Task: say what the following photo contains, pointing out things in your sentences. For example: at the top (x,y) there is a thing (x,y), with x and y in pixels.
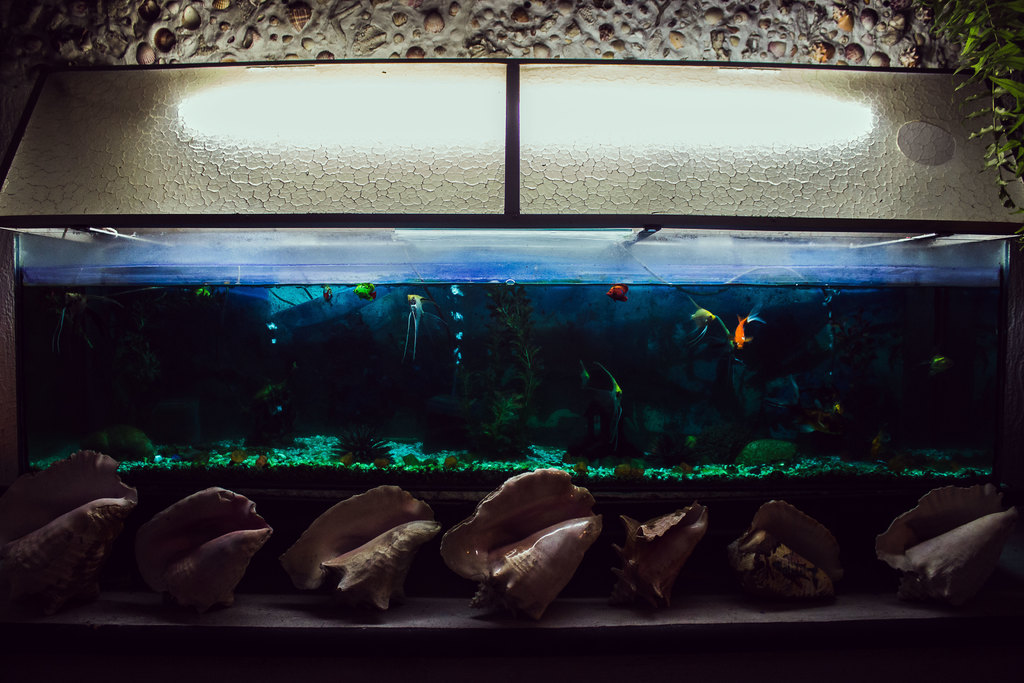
In the foreground of the picture (441,566) there are shells (517,548). In the center of the picture (543,303) there is an aquarium (504,343), in the aquarium (513,332) there are fishes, water (676,336), pebbles (308,453) and water plants (516,401). At the top (526,122) there is a light (415,125) and wall (403,54).
